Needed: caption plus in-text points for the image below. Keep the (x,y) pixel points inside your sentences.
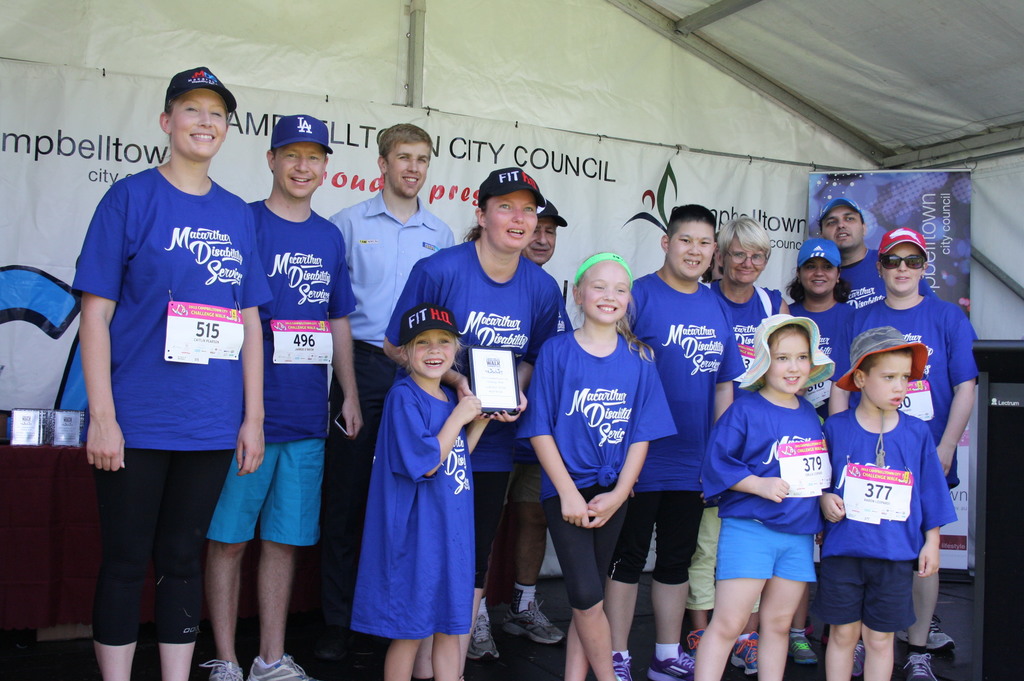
In this image I can see the group of people (440,332) standing and wearing the blue color dresses (637,377). And I can see few people (393,332) with the caps (760,374). I can see one person (493,425) is holding the board (496,388). In the background (100,132) there is a banner (580,213) and these people (315,117) are under the tent (800,110).
